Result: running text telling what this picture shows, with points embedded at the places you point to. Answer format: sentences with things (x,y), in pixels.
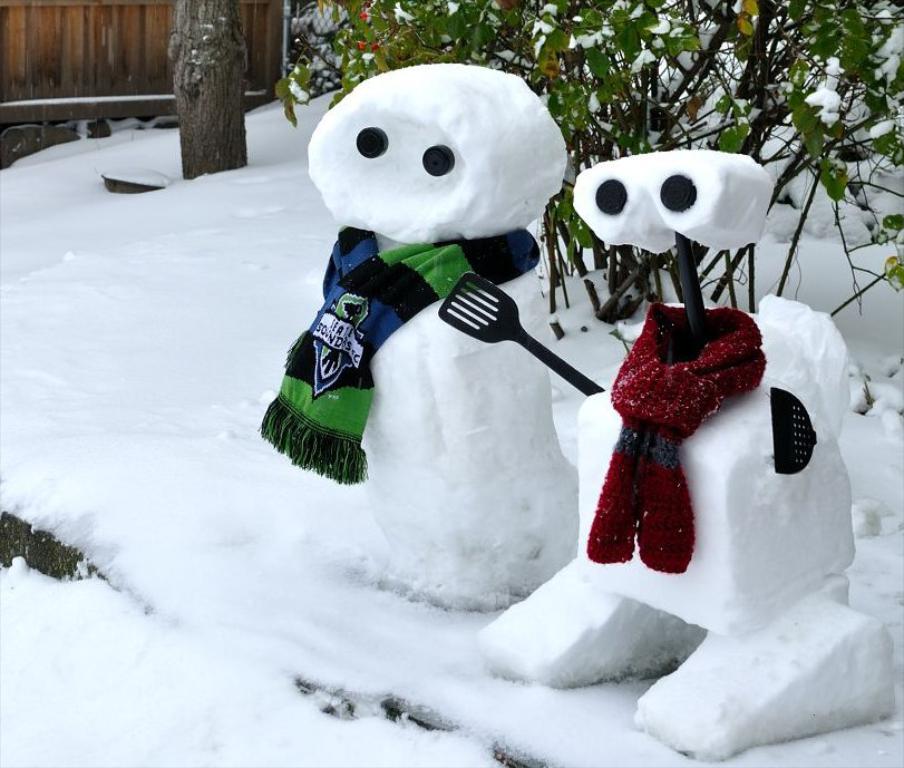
In the foreground of the picture (491,283) there are snow toys (755,512), robot (766,516), spatulas (485,320) and snow (386,661). In the center of the picture (553,292) there are plants (333,97), tree (198,120) and snow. In the background (157,48) we can see a wooden object (99,56) might be a house (150,59).
